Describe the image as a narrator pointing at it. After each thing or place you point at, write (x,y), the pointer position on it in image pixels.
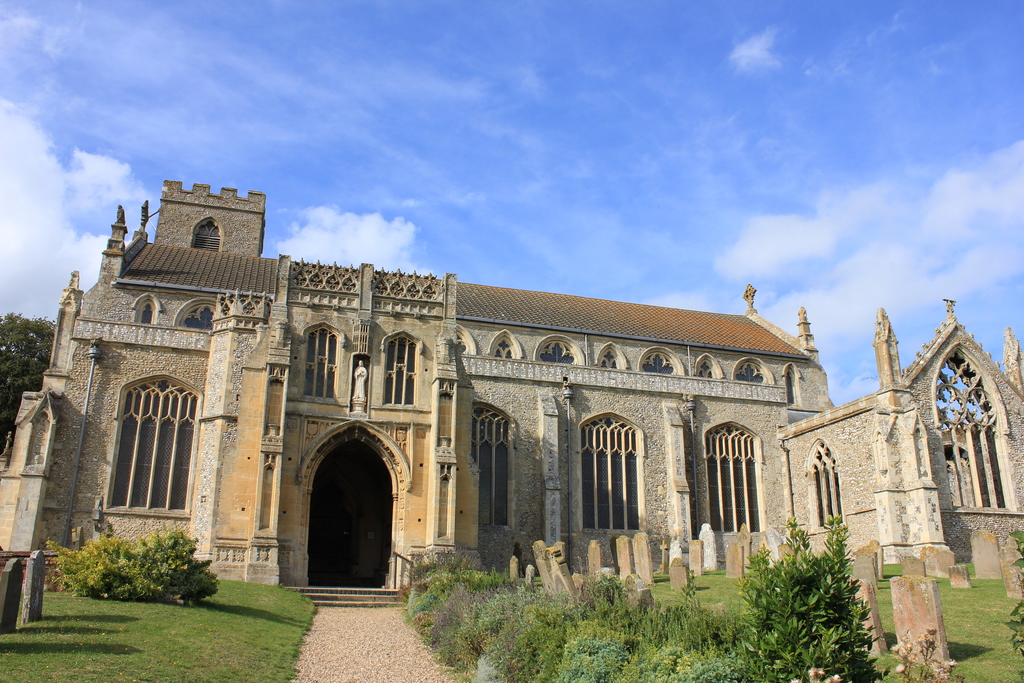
In this image I can see a church (325,438), in front of the church (126,531) I can see grass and bushes (518,603) and plants (700,625), at the top (329,178) I can see the sky (504,161).
